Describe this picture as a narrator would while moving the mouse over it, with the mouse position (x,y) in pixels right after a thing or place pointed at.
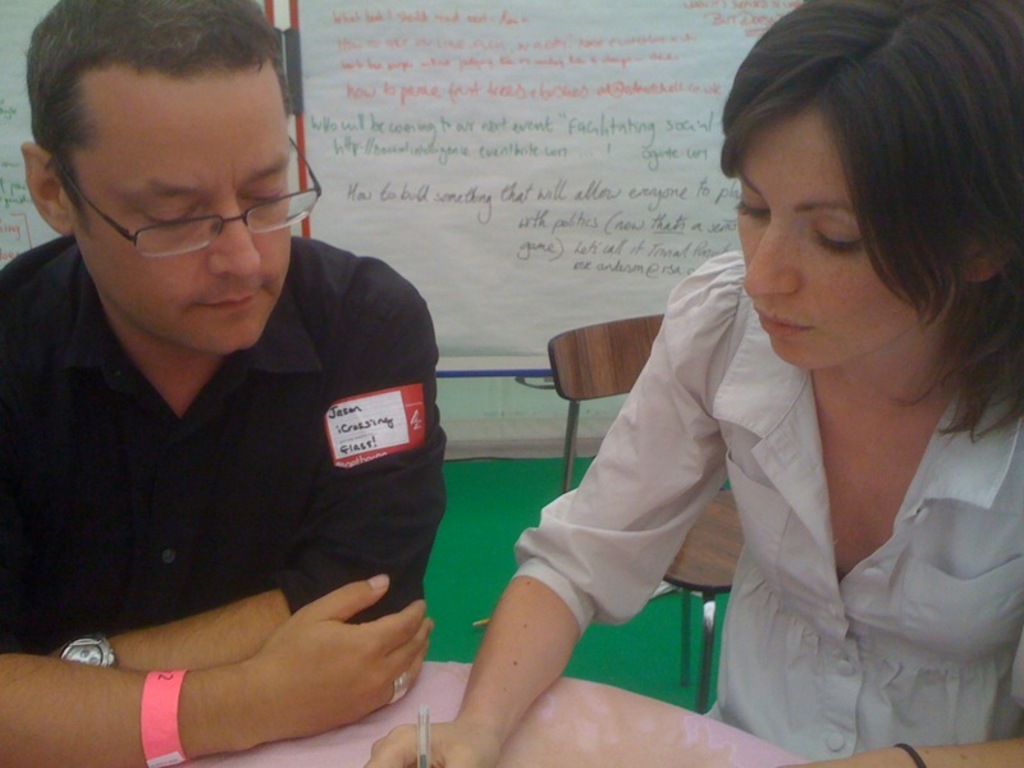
On the background (340,45) we can see white boards (402,48) and something written on it. This is a carpet (506,511) in green color on the floor (505,521). Here we can see a women (850,292) and a man (142,308) sitting on chairs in front of a table (702,746). She is holding a pen (423,743) in her hand (394,744). This man (310,352) wore spectacles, watch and a wristband (168,715) in pink colour.
